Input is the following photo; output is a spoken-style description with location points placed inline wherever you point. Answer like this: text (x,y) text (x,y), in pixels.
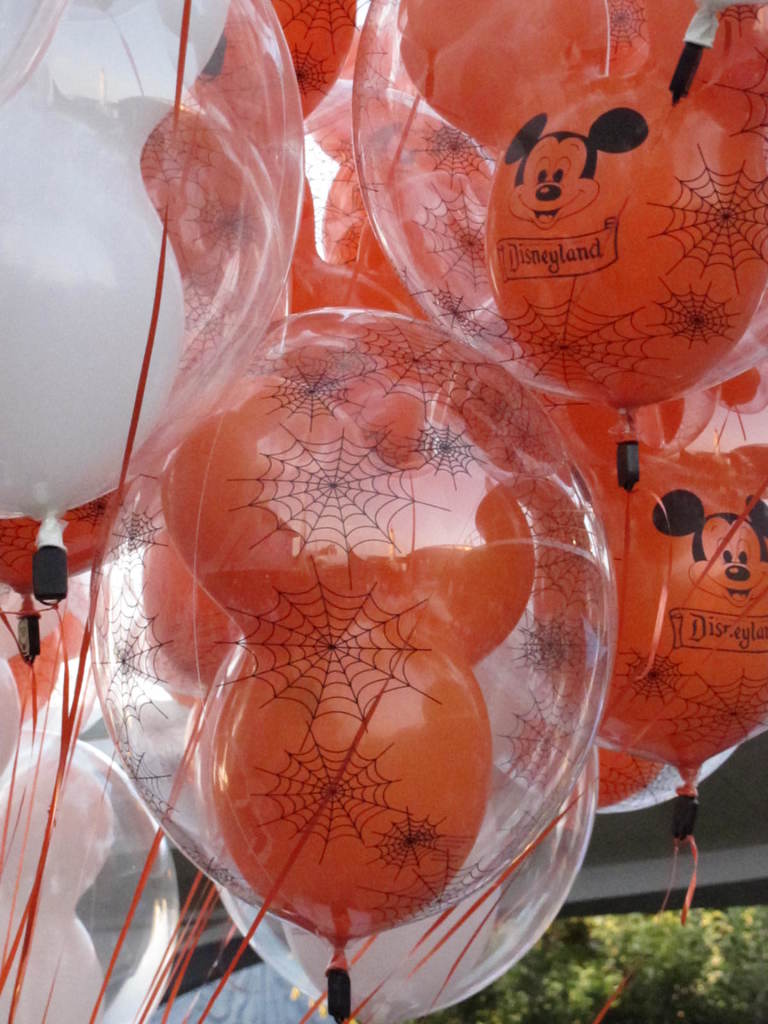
In this picture I can see number of balloon (357,613) and on few balloons (462,106) I can see the spider webs (339,364) and face (747,552) of mickey mouse (541,200). On the bottom right of this picture (761,919) I can see the green color thing (582,939).
